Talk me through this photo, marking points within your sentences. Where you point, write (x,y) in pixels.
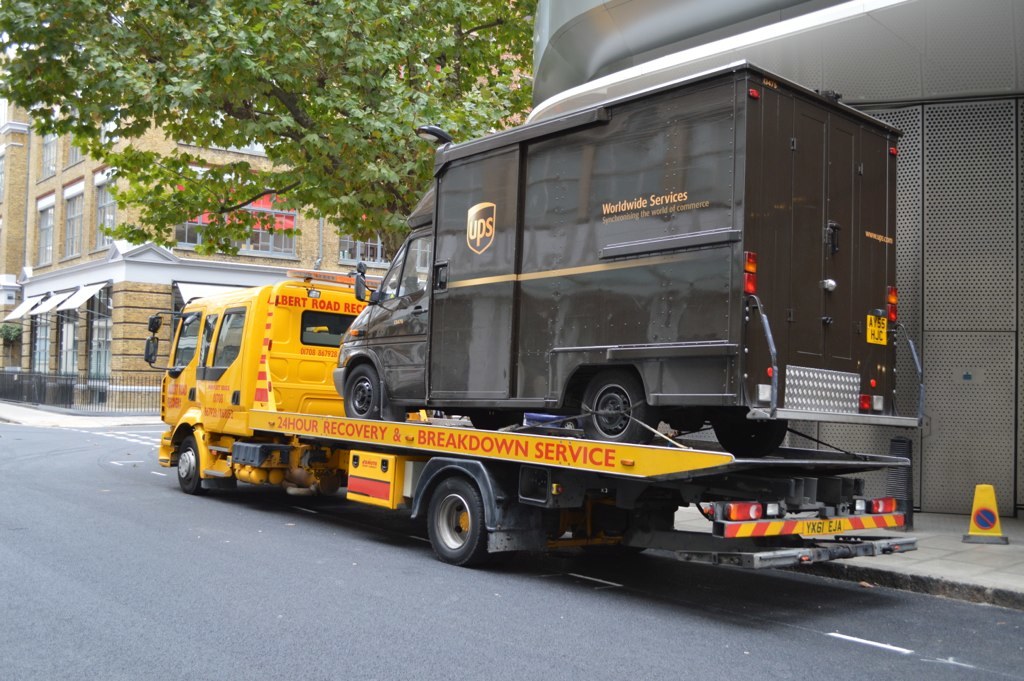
At the left side of the picture (105,175) we can see a building (166,263) with windows (76,217). Here we can see a tree (386,127). Here we can see a yellow and black color vehicles (590,441). This is a road (287,595).
